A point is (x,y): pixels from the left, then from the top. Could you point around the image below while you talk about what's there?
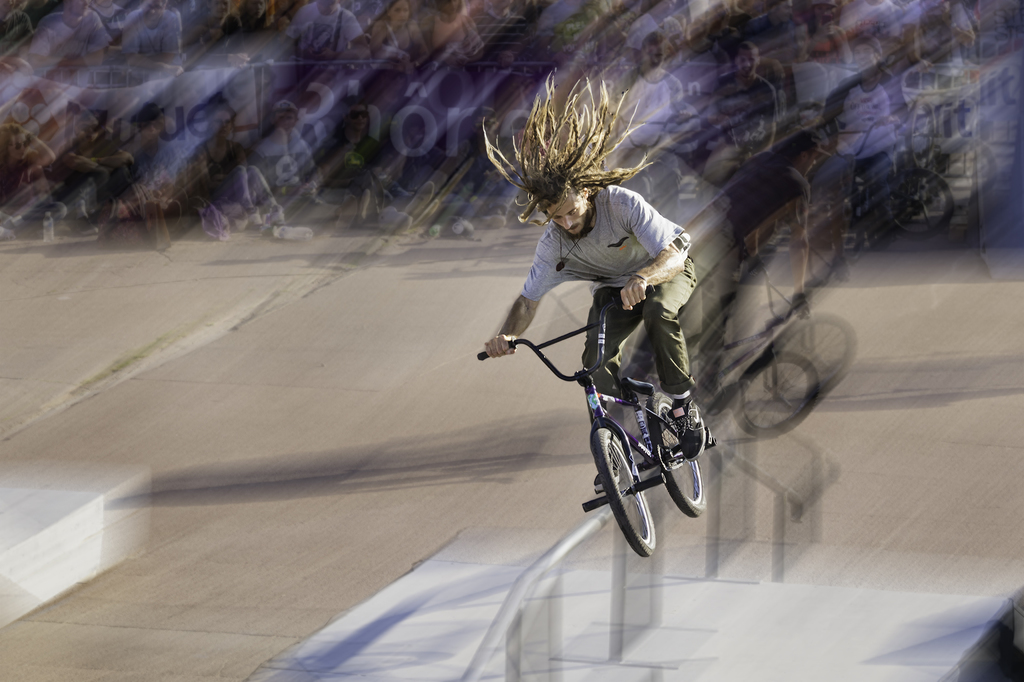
There is a person (633,316) is jumping with bicycle (611,436). It is a blur image. Top of the image (242,179), we can see few people (780,195) and bicycles (749,349).
